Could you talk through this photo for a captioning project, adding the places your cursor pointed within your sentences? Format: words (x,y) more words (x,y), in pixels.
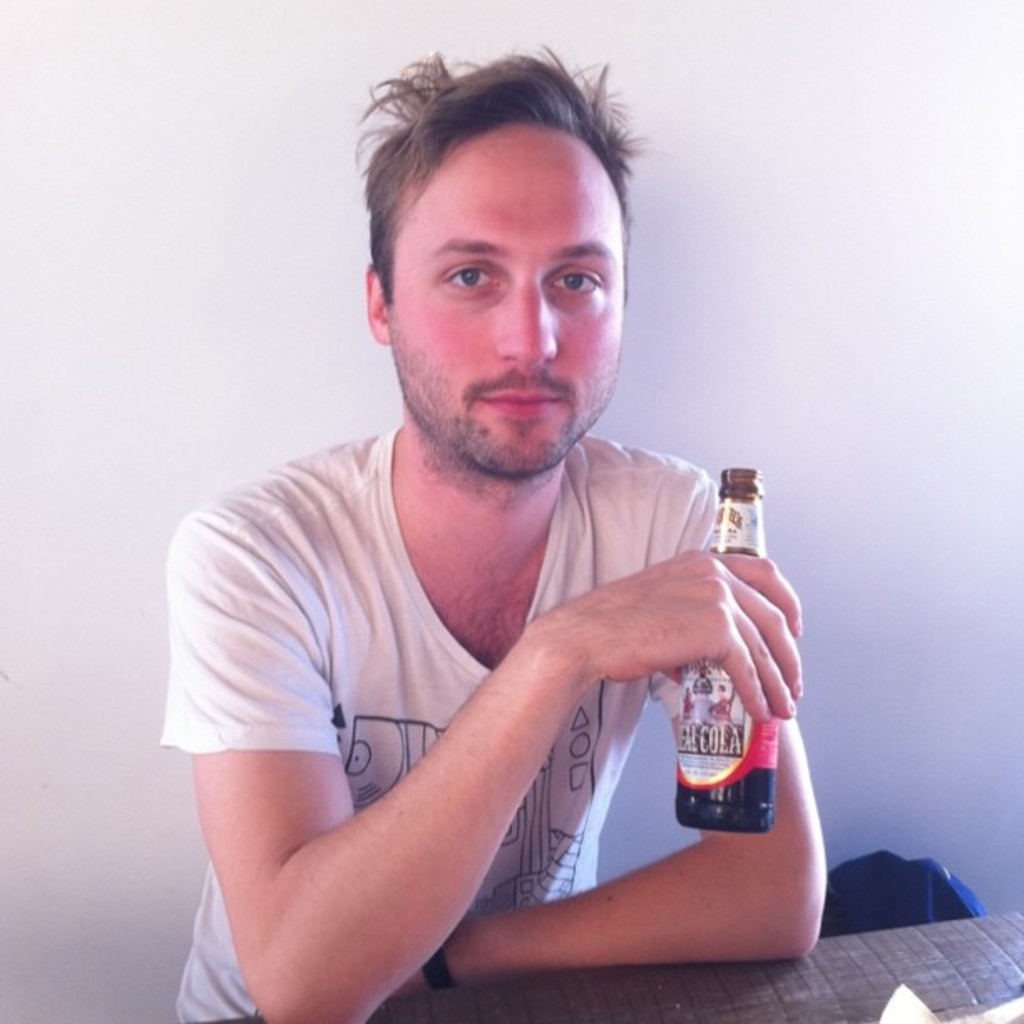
Here is a man (346,487) sitting on a chair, he is wearing a white t-shirt (307,688) and holding a cola bottle (744,514) in his hand (740,572). and at the back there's a wall (43,799).
